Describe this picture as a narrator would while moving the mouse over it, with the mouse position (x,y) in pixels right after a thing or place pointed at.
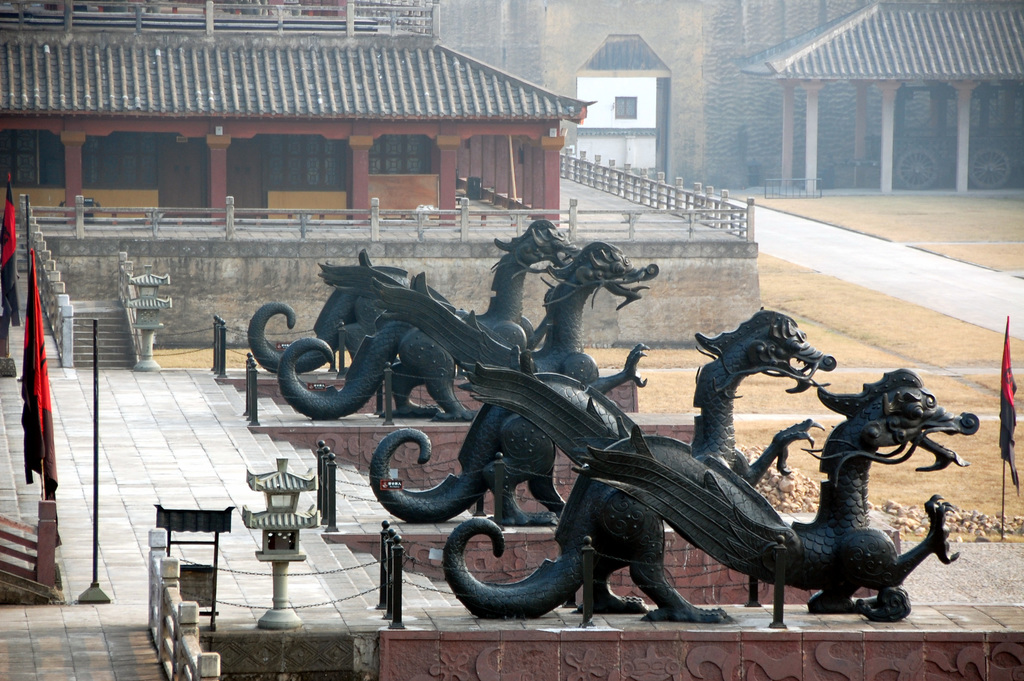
This image is taken outdoors. In the middle of the image (421,282) there are a few sculptures of chinese dragons (602,449) and there are a few stairs (425,590) and railings (381,536). In the background (875,52) there are two chinese architectures (454,82) with walls (752,155), roofs (820,39), pillars (445,141), windows (285,160) and doors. There is a railing (399,222). On the left side of the image (46,460) there are a few flags (50,477). On the right side of the image (904,291) there is a ground (880,328) and there is a flag (1002,411).
